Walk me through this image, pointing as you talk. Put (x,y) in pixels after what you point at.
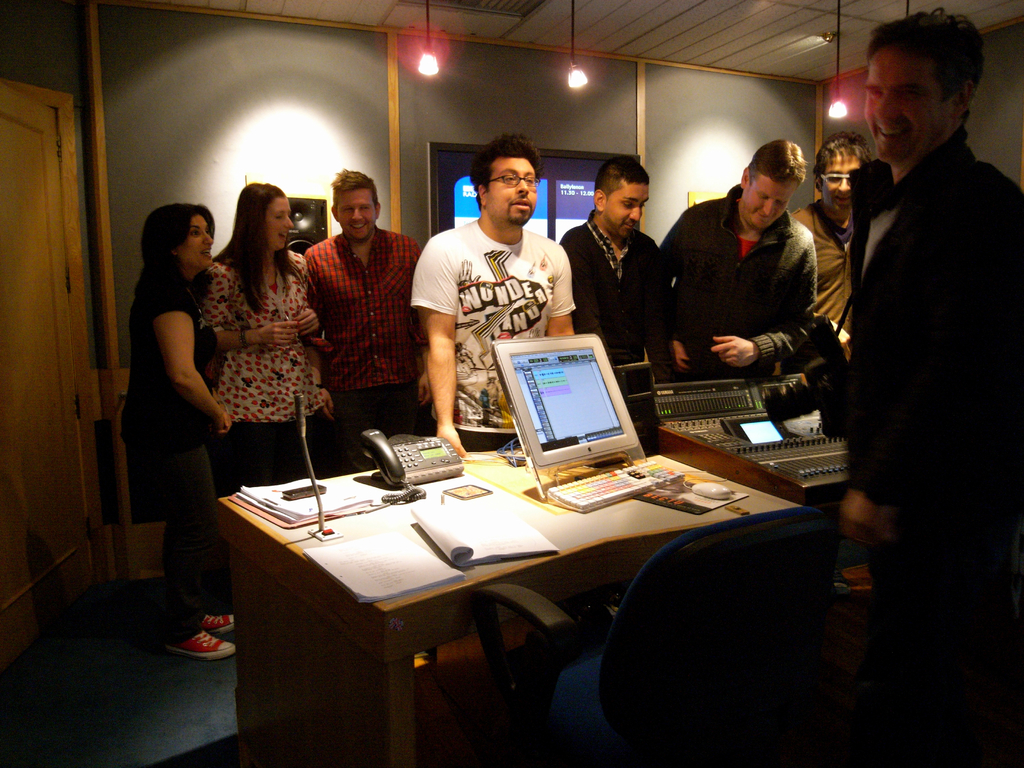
There are few people (534,236) standing and smiling. This is a table (581,528) with a telephone (405,486), papers (381,575), book (488,543), keyboard (597,500), monitor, mike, mouse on the mouse pad (689,502) placed on the table (560,518). This looks like some controlling device (758,448). This is an empty chair (658,661). These are the lights (835,103) hanging to the rooftop (822,77). This is a frame (450,154) attached to the wall (696,181). I can see a door (36,335) here.
